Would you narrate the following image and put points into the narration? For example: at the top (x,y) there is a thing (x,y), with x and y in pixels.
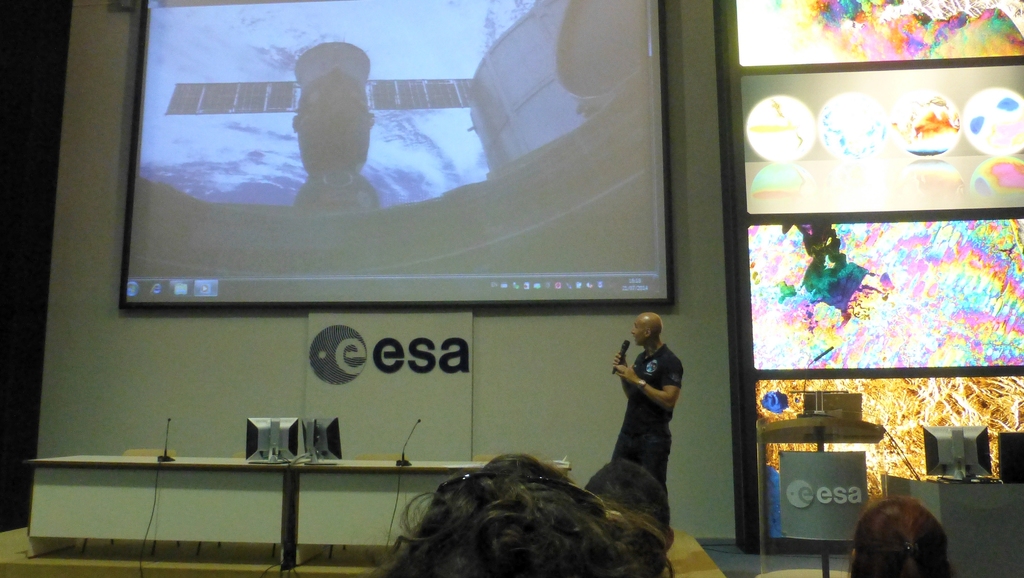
In this image we can see heads (870,524) of people (909,561), here we can see a person (656,398) wearing black T-shirt (648,431) is holding a mic (620,355) and standing, here we can see monitors (329,439) and mics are kept on the table (418,479), also we can see chairs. In the background (259,276), we can see the projector screen (269,292) to the wall (585,419) on which we can see something is displayed. Here we can see monitors (1016,453) and a few more objects (819,494).
